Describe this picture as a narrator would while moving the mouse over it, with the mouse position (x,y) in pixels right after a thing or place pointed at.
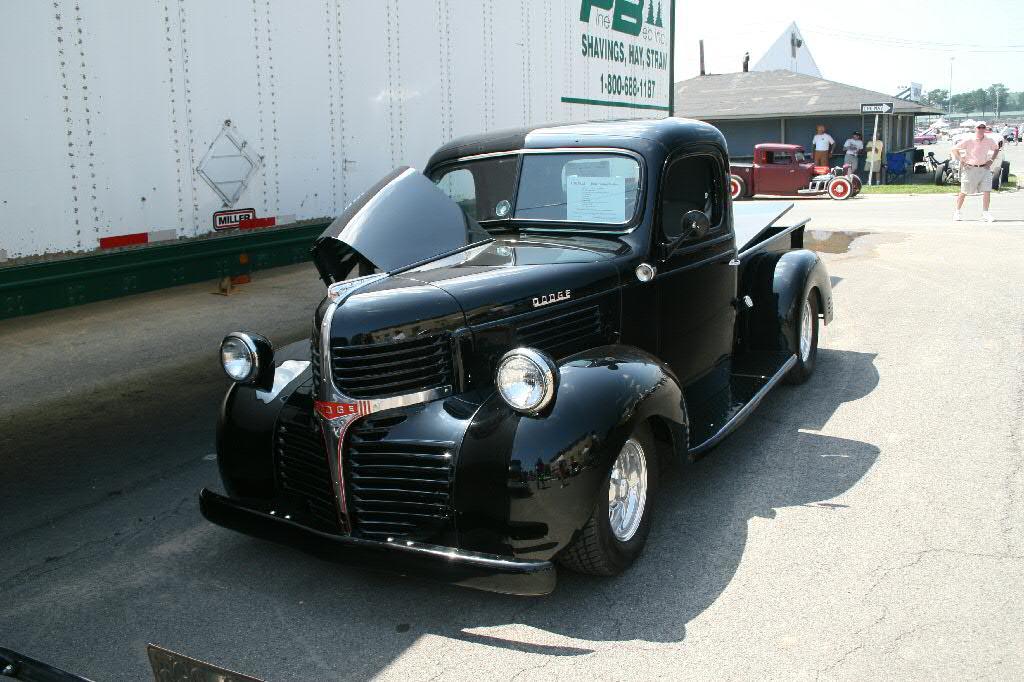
This picture is clicked outside. In the center (541,336) we can see the vehicles (856,183), group of persons (987,139). On the left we can the text (588,45) on the wall (345,76) of a trailer (540,70). In the background (910,41) we can see the sky (934,74), trees (976,101), shed (795,104) and some other objects (935,125).
